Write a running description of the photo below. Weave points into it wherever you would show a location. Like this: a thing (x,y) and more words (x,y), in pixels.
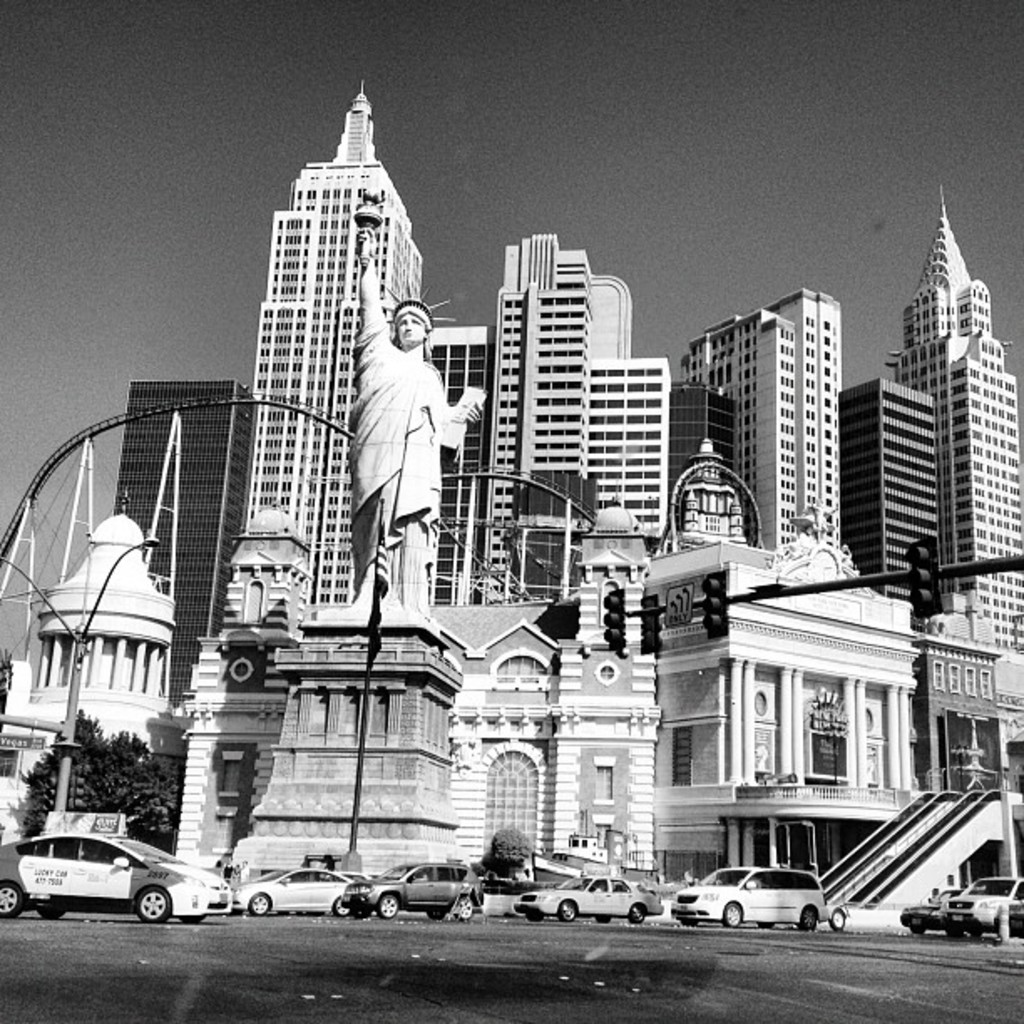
In the picture I can see so many buildings (337,530), few vehicles (307,878) are moving on the road (434,942), we can see torch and some signal lights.
